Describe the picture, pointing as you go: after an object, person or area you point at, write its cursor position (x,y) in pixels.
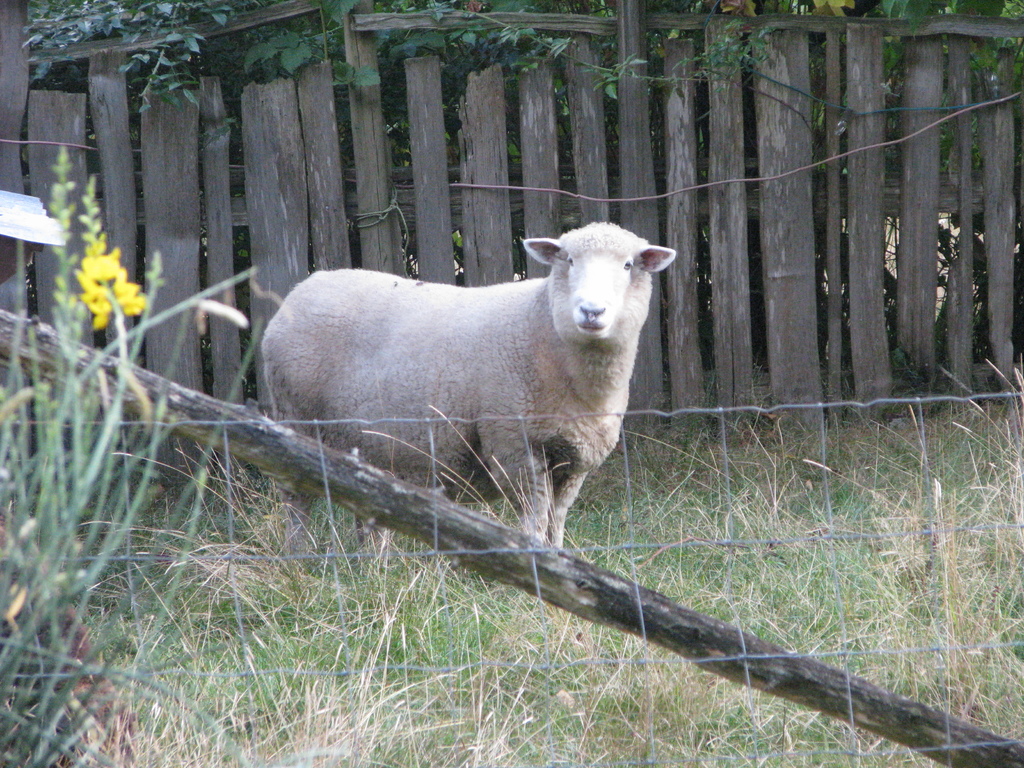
In this image, a sheep (392,430) is standing in the middle (358,383), there is a wooden wall (374,246), in the middle of an image (437,277).
